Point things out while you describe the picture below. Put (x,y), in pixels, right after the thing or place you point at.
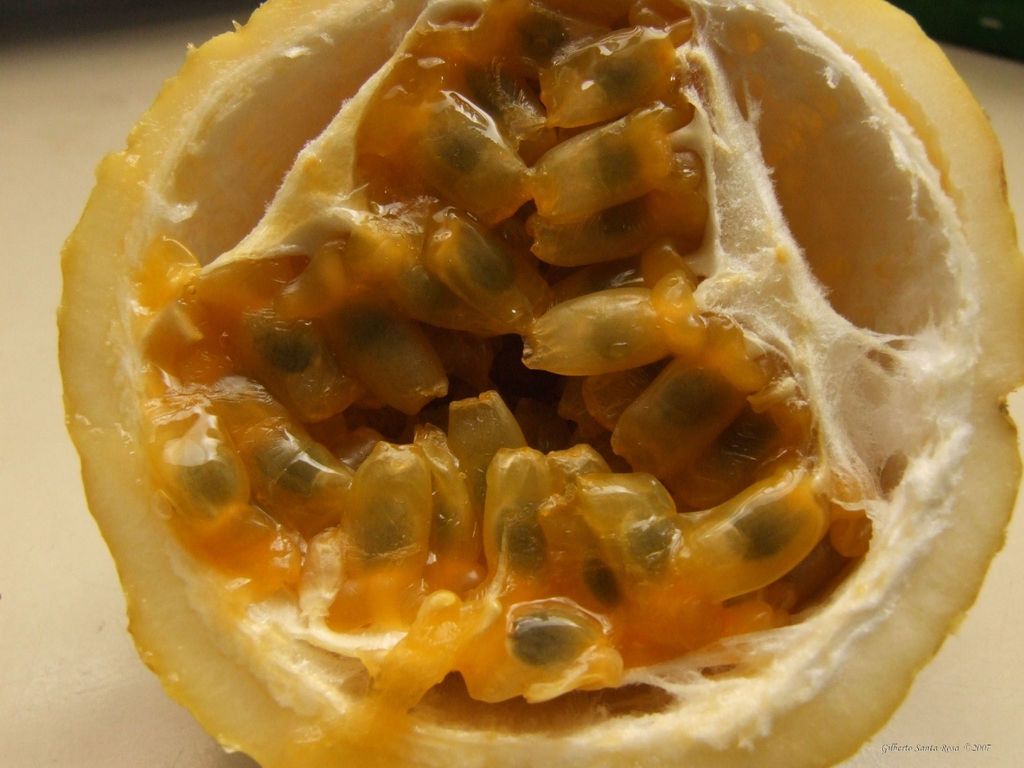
In this picture we can see a fruit slice (551,278), there is a blurry background (65,72).
